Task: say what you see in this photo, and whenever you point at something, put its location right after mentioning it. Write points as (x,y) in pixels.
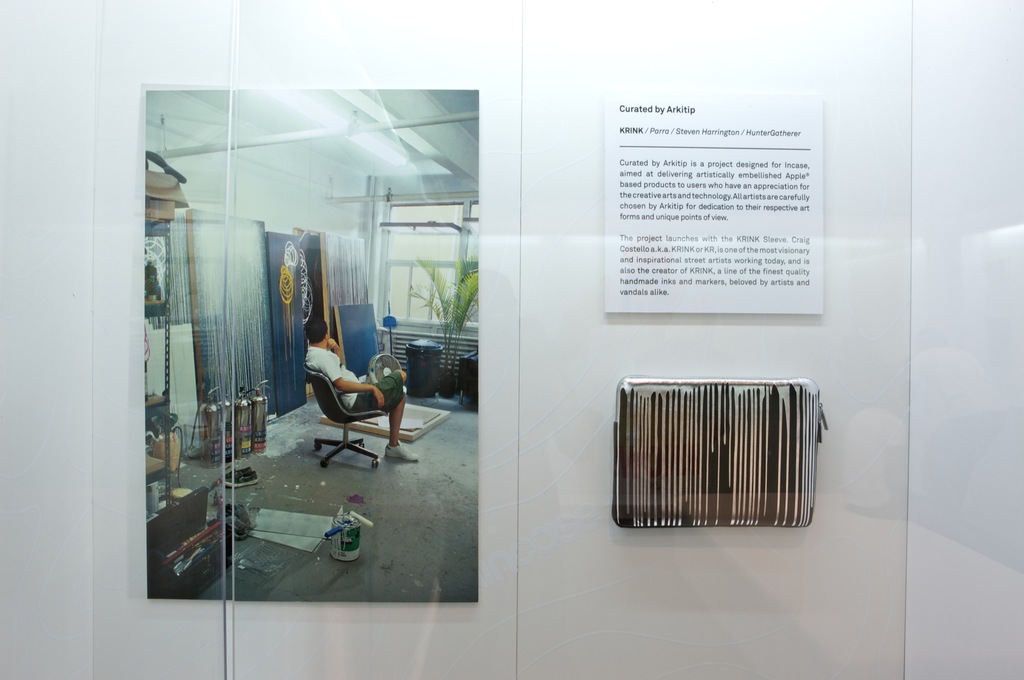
In this image I can see the glass (551,347) through which I can see the white colored surface (482,49), a paper (702,108) attached to it and a photo (389,404) in which I can see a person (366,395) sitting on a chair (371,417), few tanks (266,411), a tree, a window (413,299) and few other objects (366,349). I can see a brown and white colored object (721,462) attached to the white colored surface (870,365).
